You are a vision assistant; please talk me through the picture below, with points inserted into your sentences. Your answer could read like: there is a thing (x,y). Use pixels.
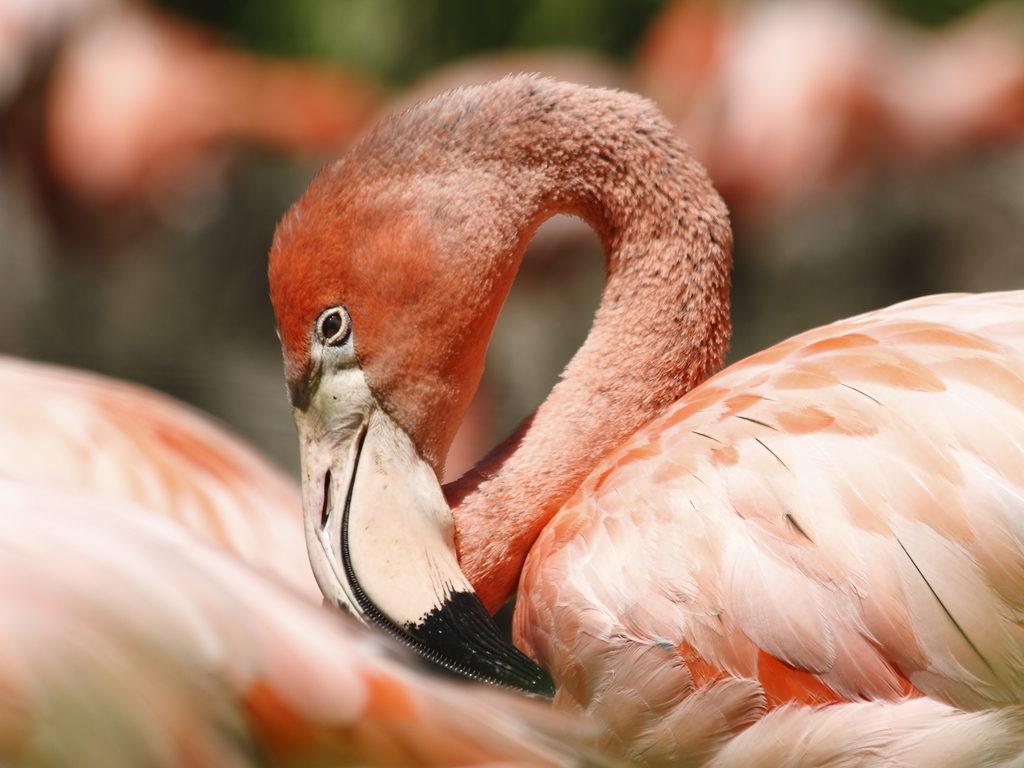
There is a bird (528,424) as we can see in the middle of this image (459,450), and the background (743,49) is blurred.
